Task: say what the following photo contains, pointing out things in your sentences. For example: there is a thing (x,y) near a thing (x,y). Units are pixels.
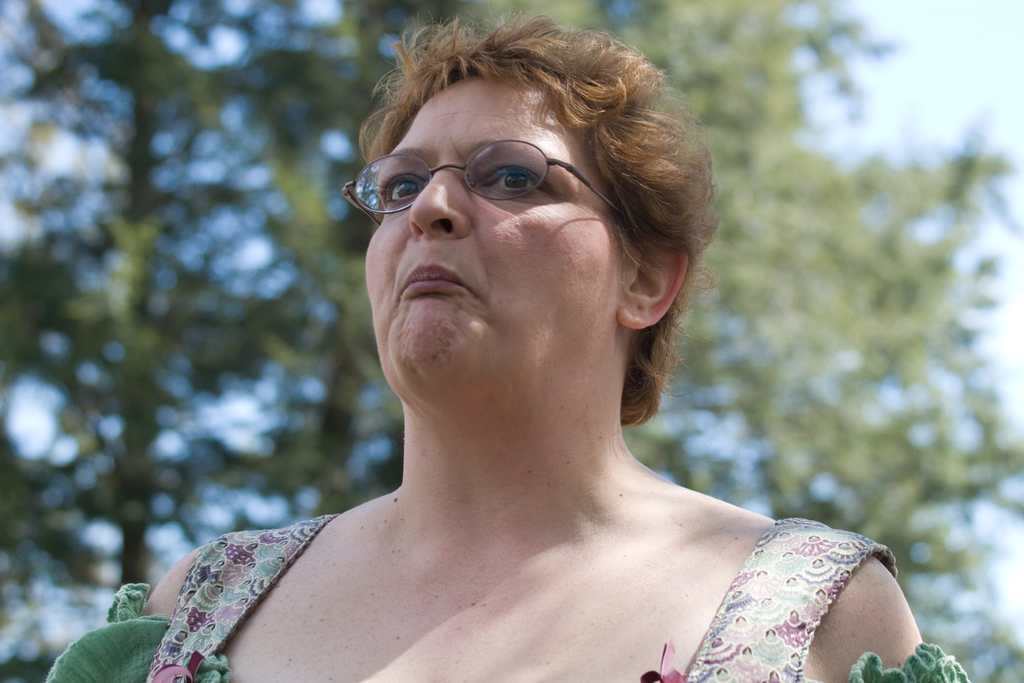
In the center of the image (492,356), we can see a lady (505,281) wearing glasses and in the background (704,294), there are trees (726,280).
